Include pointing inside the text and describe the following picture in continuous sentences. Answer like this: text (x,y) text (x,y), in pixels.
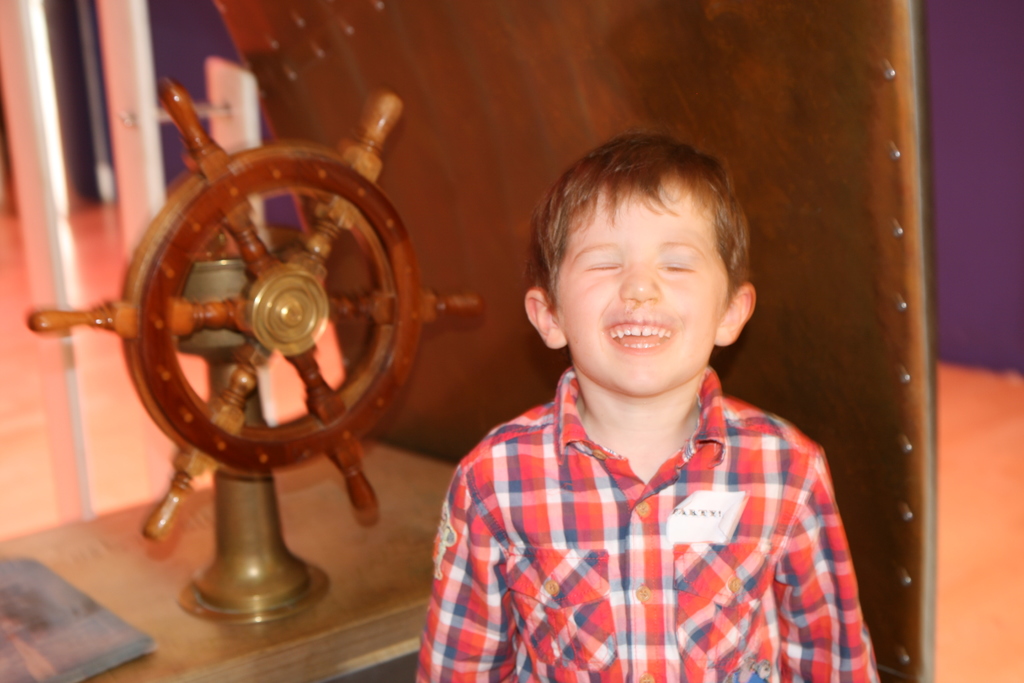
This picture shows a boy (554,666) and we see a wheel (177,404) on the table (320,532).
